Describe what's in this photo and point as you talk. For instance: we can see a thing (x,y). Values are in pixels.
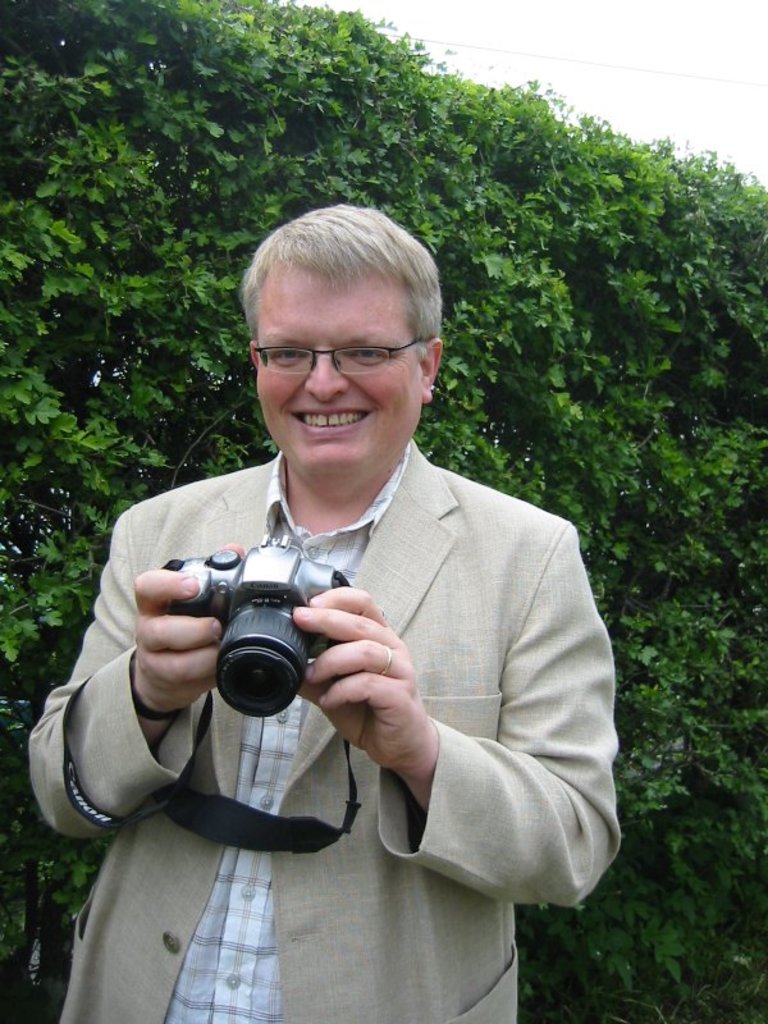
As we can see in the image there is a sky (655,68), trees (763,240), a man (355,321) standing over here. He is wearing cream color jacket (426,603), spectacles (365,367) and holding a camera (264,618).
